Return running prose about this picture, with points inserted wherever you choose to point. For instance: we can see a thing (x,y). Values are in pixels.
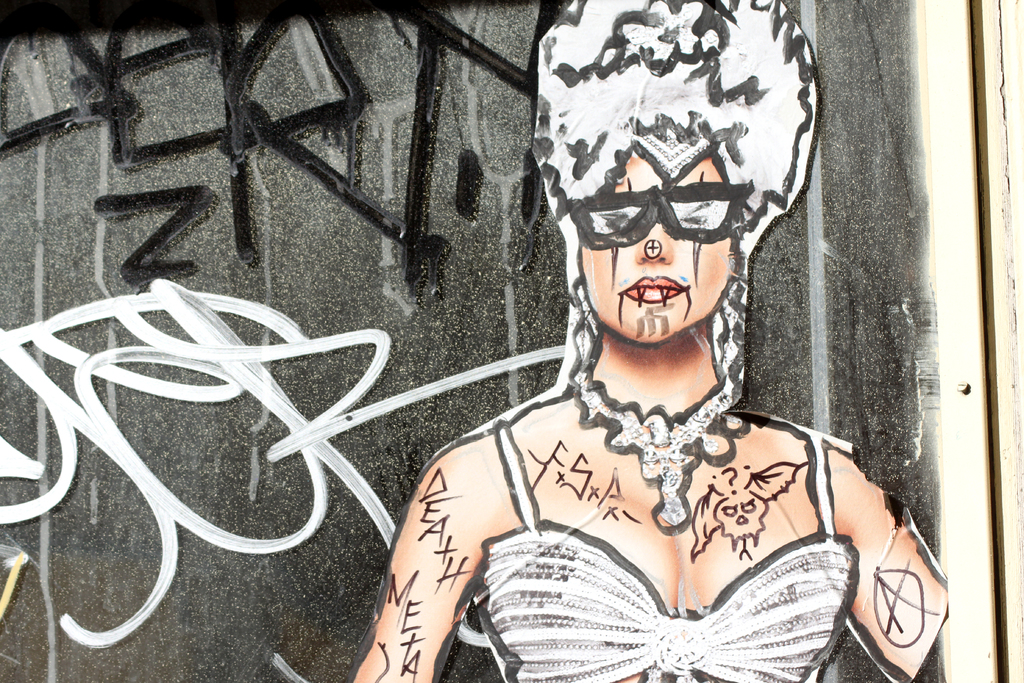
In this picture we can see a wall (427,310), there is a painting (628,511) of a woman (631,439) on the wall (446,311).
